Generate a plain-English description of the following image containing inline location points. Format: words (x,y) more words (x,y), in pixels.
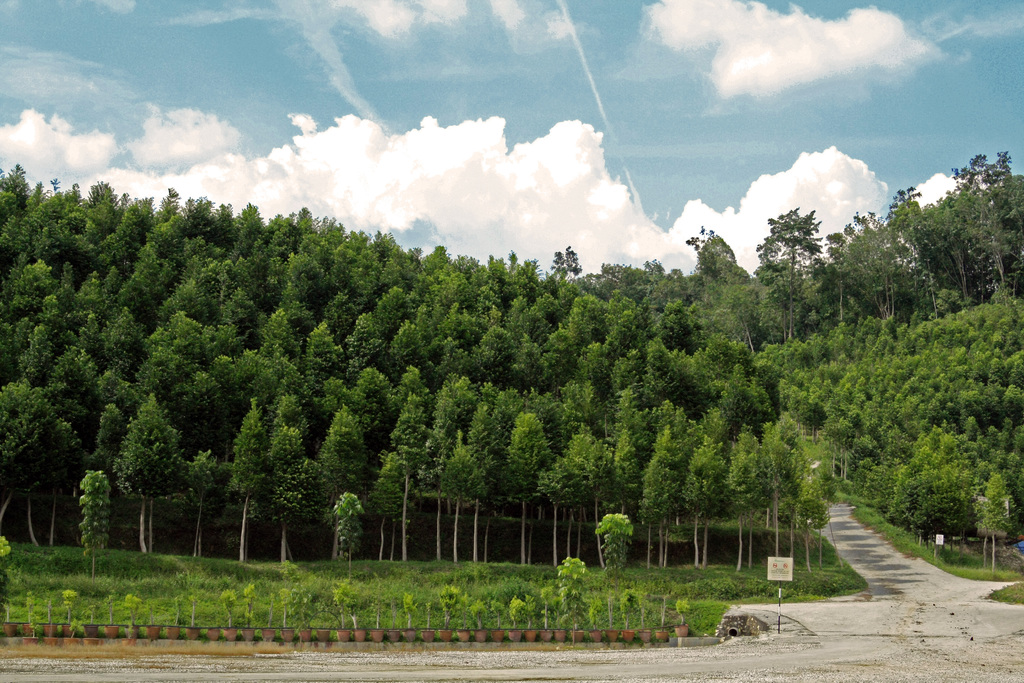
In this image we can see a group of trees (702,492) and some grass (253,565). We can also see a group of plants (248,622) in the pots (496,629), a board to a pole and a pathway (853,635). On the backside (604,247) we can see the sky (596,162) which looks cloudy.
